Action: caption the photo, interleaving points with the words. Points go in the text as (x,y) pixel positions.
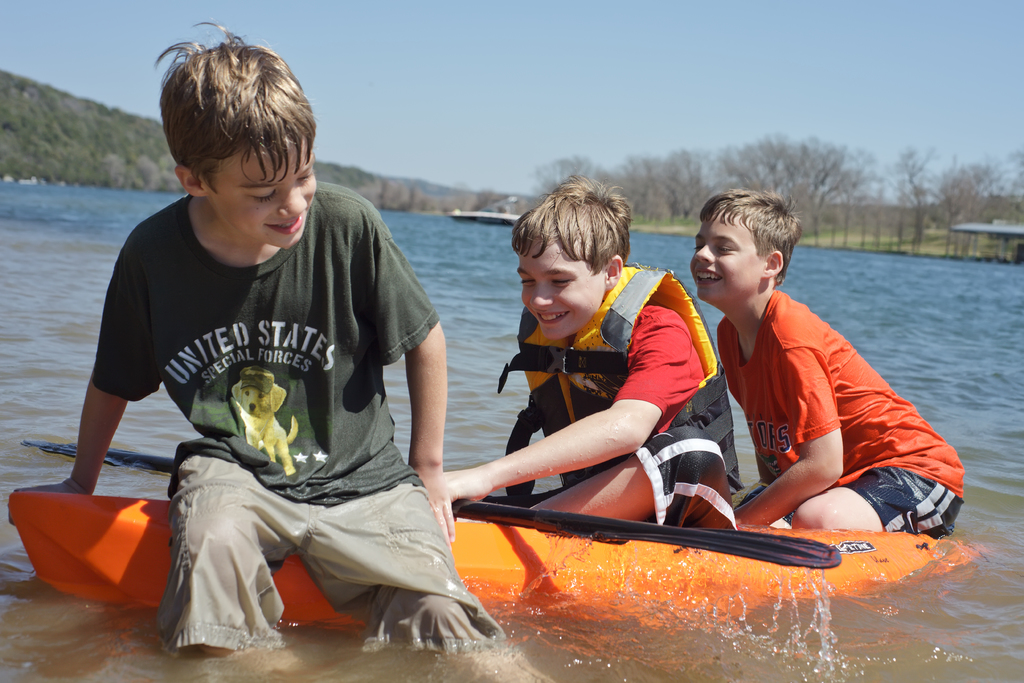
In this picture there are children (745,325) in the center of the image (648,359) on a boat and there is an oar (485,506) on the boat (469,565), on the water (414,219) and there is another boat (506,210) in the image and there are trees (568,160) and a roof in the background area of the image (798,162).
